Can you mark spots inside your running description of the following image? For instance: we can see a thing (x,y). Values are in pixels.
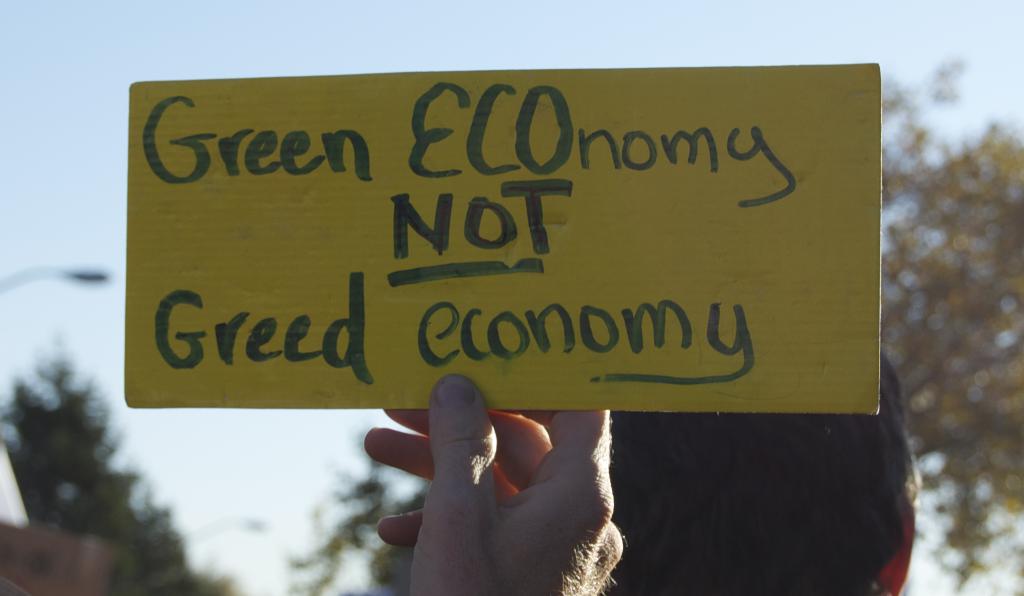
As we can see in the image there is a sheet (504,136), human hand (470,514), sky (40,125) and trees (980,282).
